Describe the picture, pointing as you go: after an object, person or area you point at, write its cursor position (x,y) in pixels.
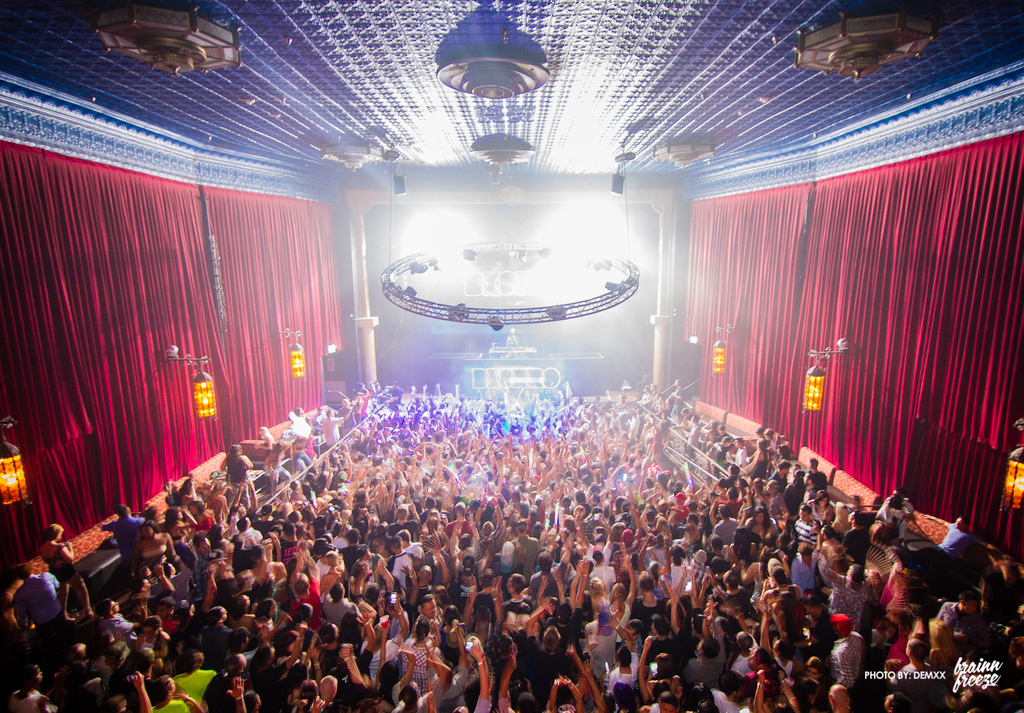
In this image we can see a group of people (899,625) dancing on the floor (543,406). Here we can see the DJ arrangement (499,370). Here we can see the decorated red cloth (306,319) on the left side (286,259) and the right side (988,226) as well. Here we can see the decorative lamps (16,489) on the wall (814,356).
